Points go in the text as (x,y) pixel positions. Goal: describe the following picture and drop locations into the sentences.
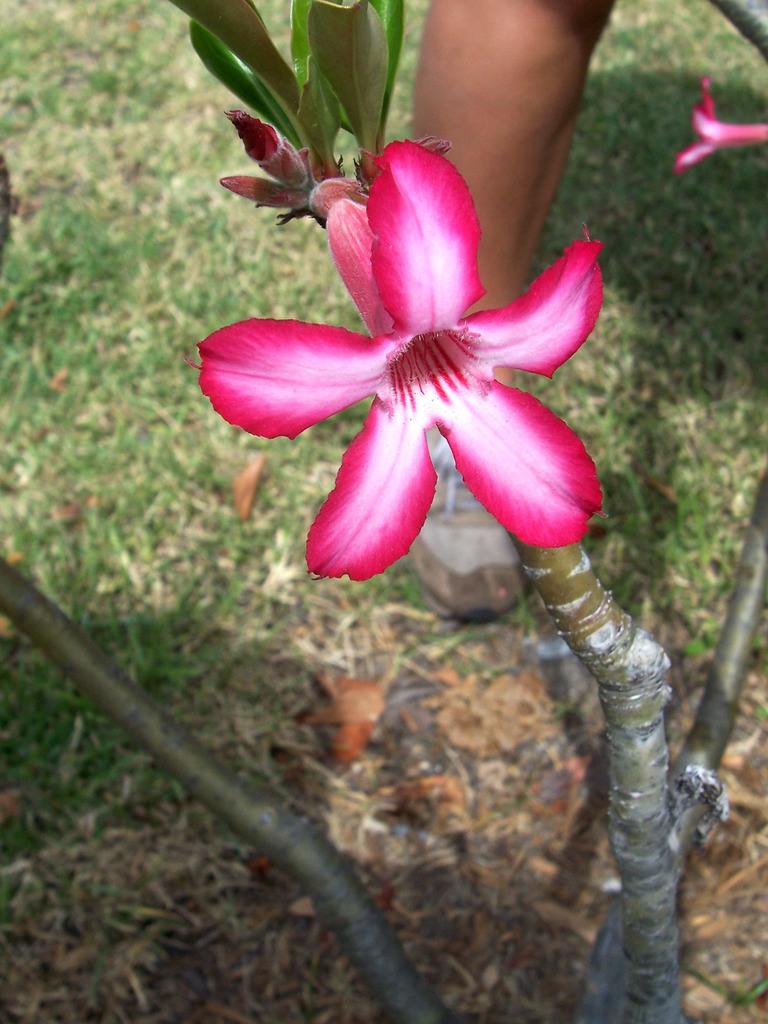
In this picture we can see the person's leg (513,86) who is wearing shoe (464,580). He is standing near to the plant (614,719). On the plant (367,135) we can see the flowers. On the left (161,215) we can see the grass (222,494) and leaves (366,705).
